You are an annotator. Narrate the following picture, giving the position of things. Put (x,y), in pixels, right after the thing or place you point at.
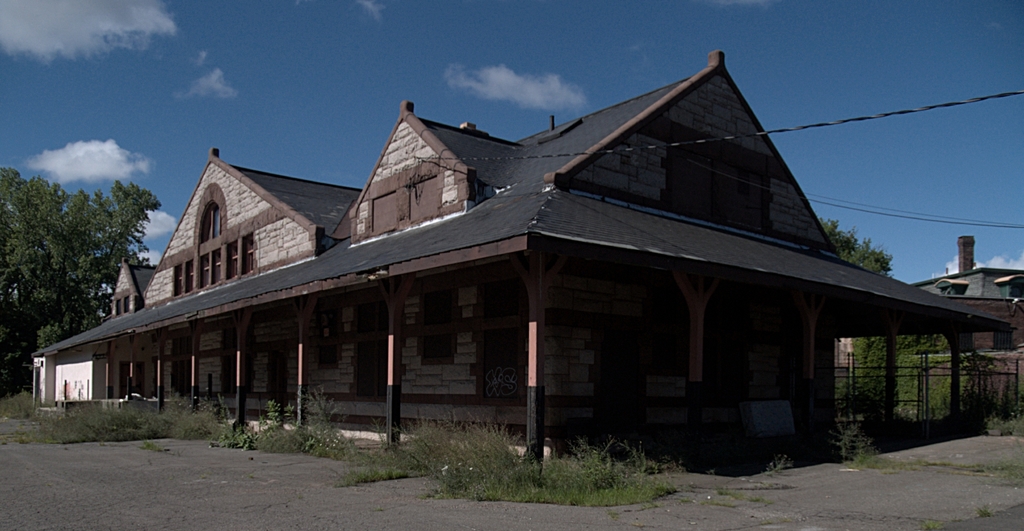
In this image we can see buildings (806,330), grills (925,407), fences (897,367), cables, trees (124,226) and sky (554,23) with clouds (467,76) in the background (395,107).
